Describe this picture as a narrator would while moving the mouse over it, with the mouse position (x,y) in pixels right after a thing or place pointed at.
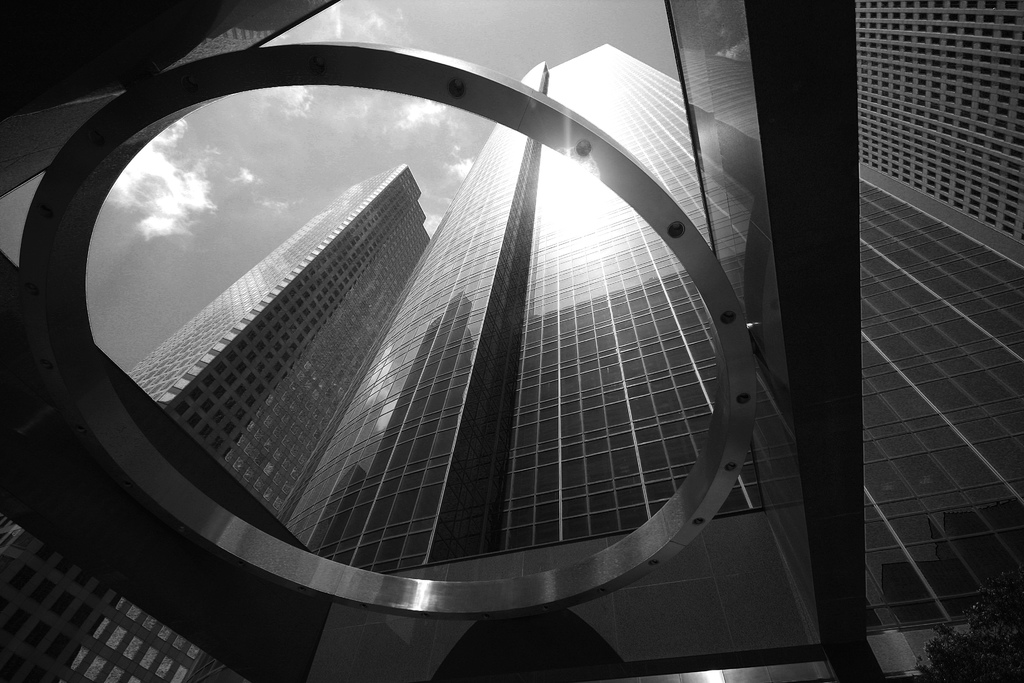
In front of the image there are buildings (636,441). At the top of the image (249,155) there are clouds (173,166) in the sky (272,148). On the right side of the image (1005,676) there is a plant (946,668).
